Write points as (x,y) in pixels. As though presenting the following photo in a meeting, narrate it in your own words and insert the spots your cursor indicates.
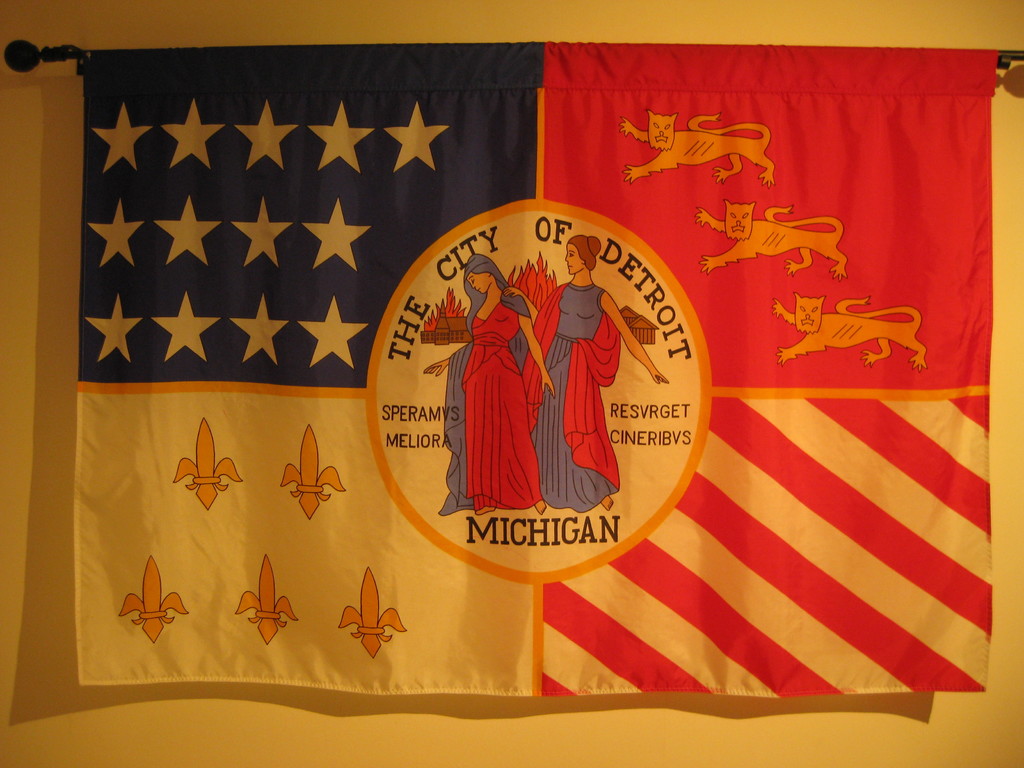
There is a picture (506,416) of two women's (529,367) on a flag (518,194) as we can see in the middle of this image (512,346), and there is a wall (73,117) in the background (76,277).
